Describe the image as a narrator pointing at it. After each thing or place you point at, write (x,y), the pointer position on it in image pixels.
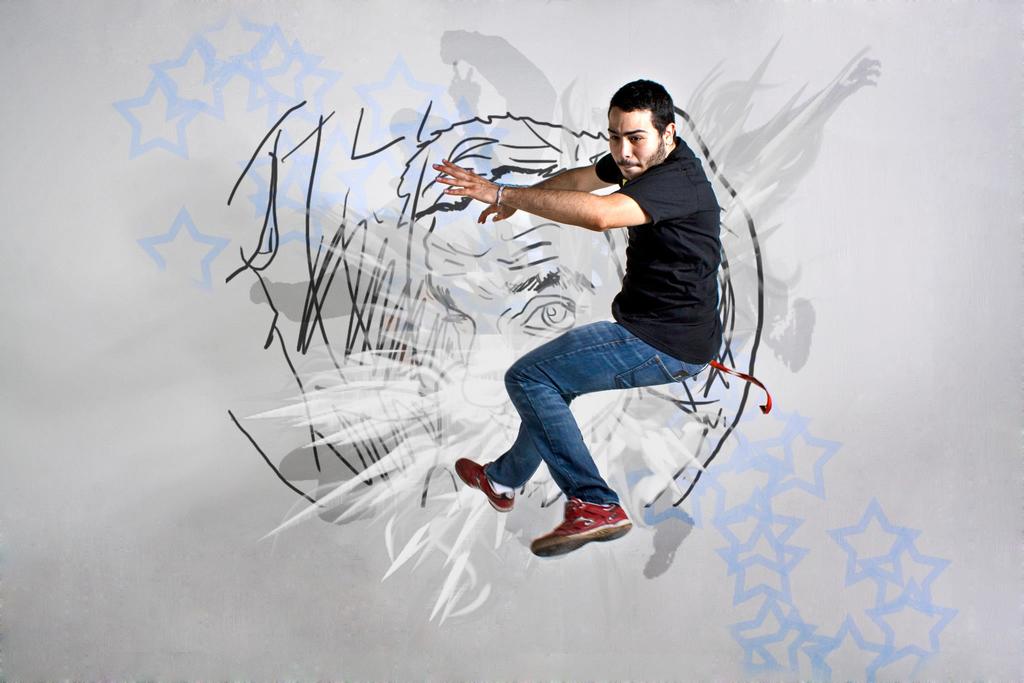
There is a man (584,371) in motion. In the background (217,149) we can see drawing (471,152) and it is white color.
